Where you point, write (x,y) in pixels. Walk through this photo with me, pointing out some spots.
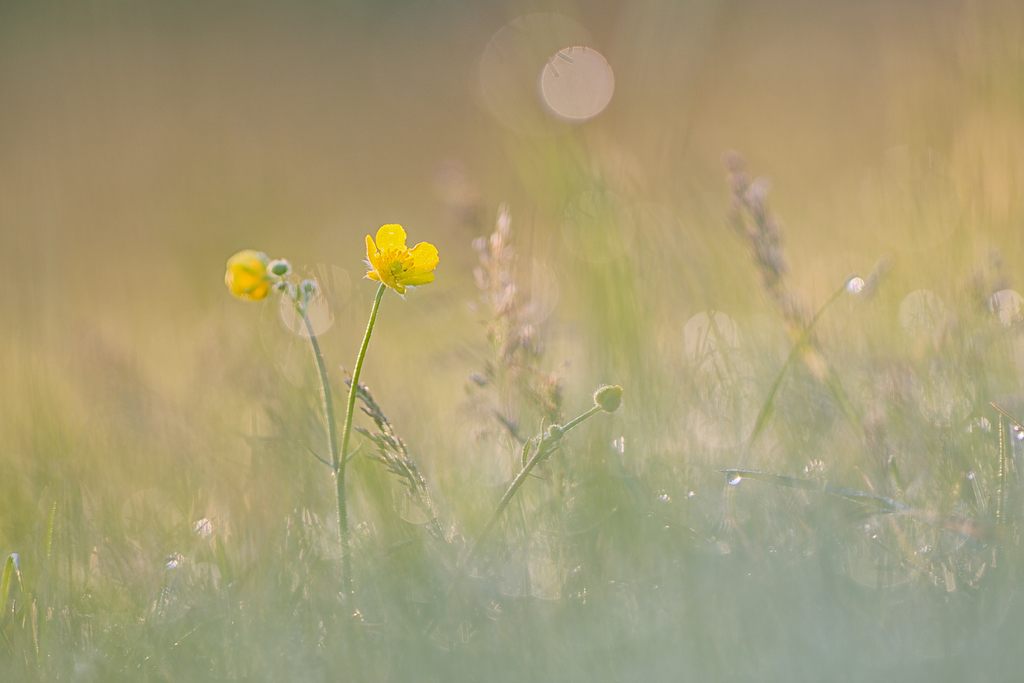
In this image in the foreground (249,288) there are flowers (425,259) and plants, and there is a blurry background (371,16).
